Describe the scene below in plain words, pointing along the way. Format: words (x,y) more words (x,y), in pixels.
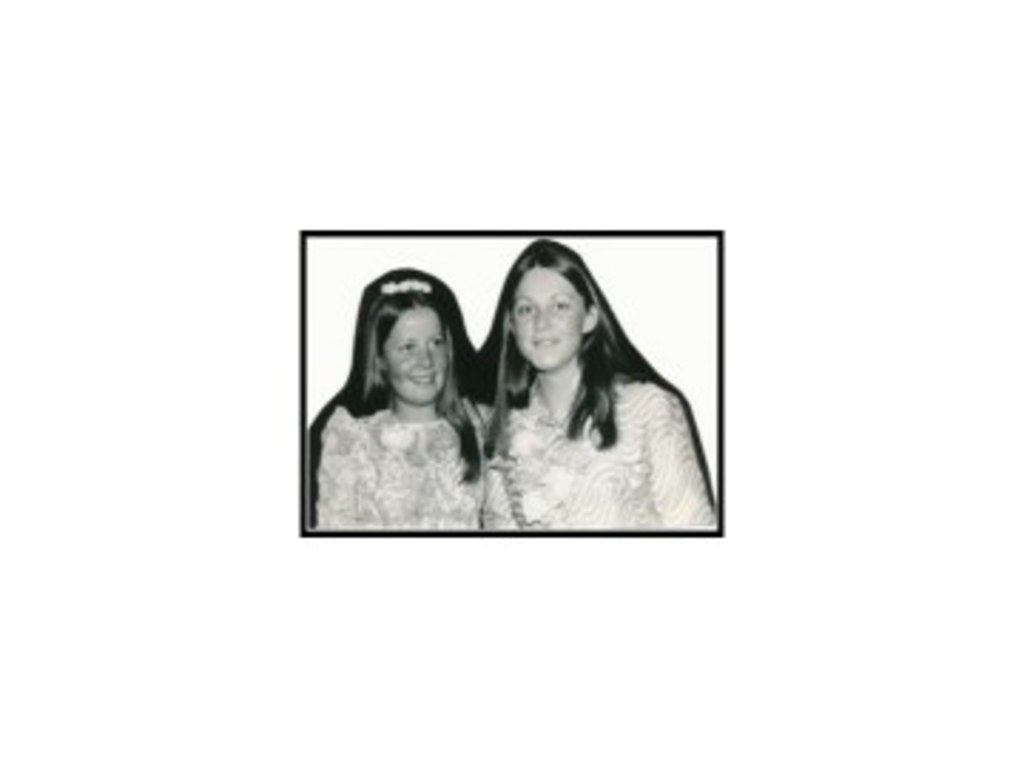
In this image we can see the black and white photography. In the photograph there are women (353,434).
